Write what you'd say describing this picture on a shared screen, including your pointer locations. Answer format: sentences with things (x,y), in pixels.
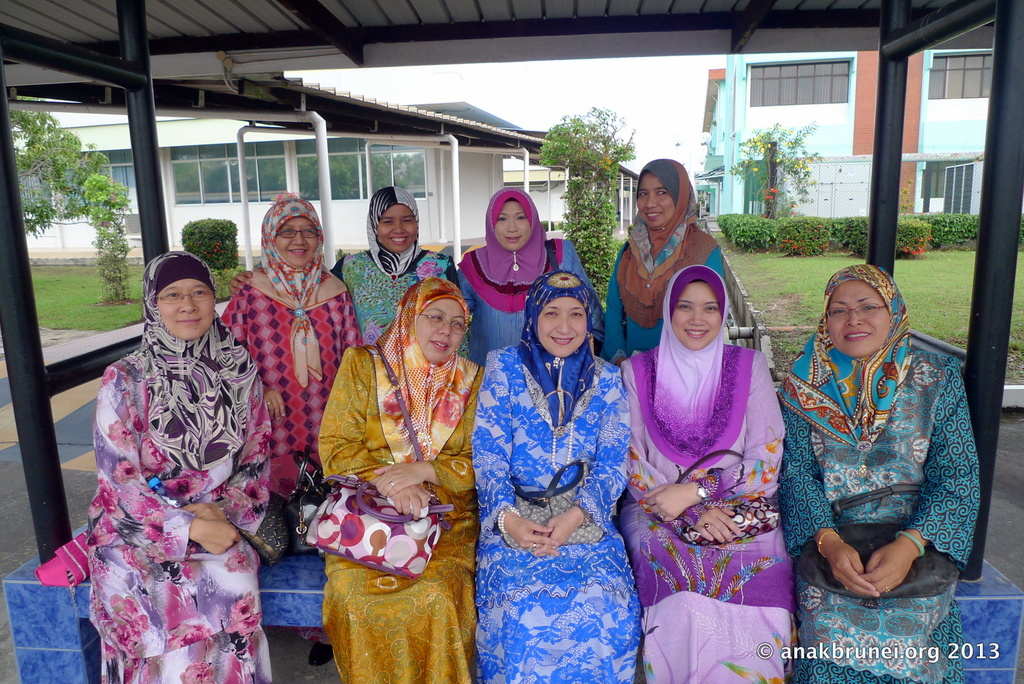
In this image there are group of people (888,411) some of them are sitting and holding bags (842,504), and some of them are standing. And in the background (487,123) there are buildings (943,147), trees (108,254), plants (784,226), grass (769,280) and some poles (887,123). At the top (342,51) there is ceiling (487,8) and on the right side (1011,237) and left side (35,426) there are some poles (53,434).
